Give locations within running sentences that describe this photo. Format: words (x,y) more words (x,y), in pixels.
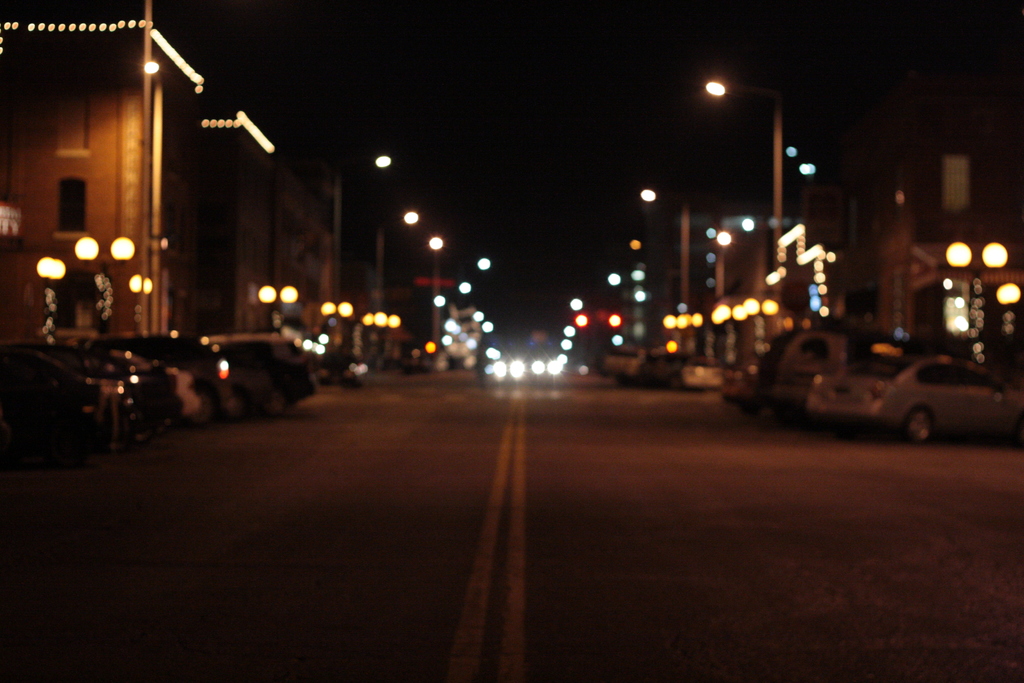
At the bottom of the image (480,486) there are vehicles (944,420) on the road (530,428). In the background (92,130) there are buildings (733,240) and also there are lights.
